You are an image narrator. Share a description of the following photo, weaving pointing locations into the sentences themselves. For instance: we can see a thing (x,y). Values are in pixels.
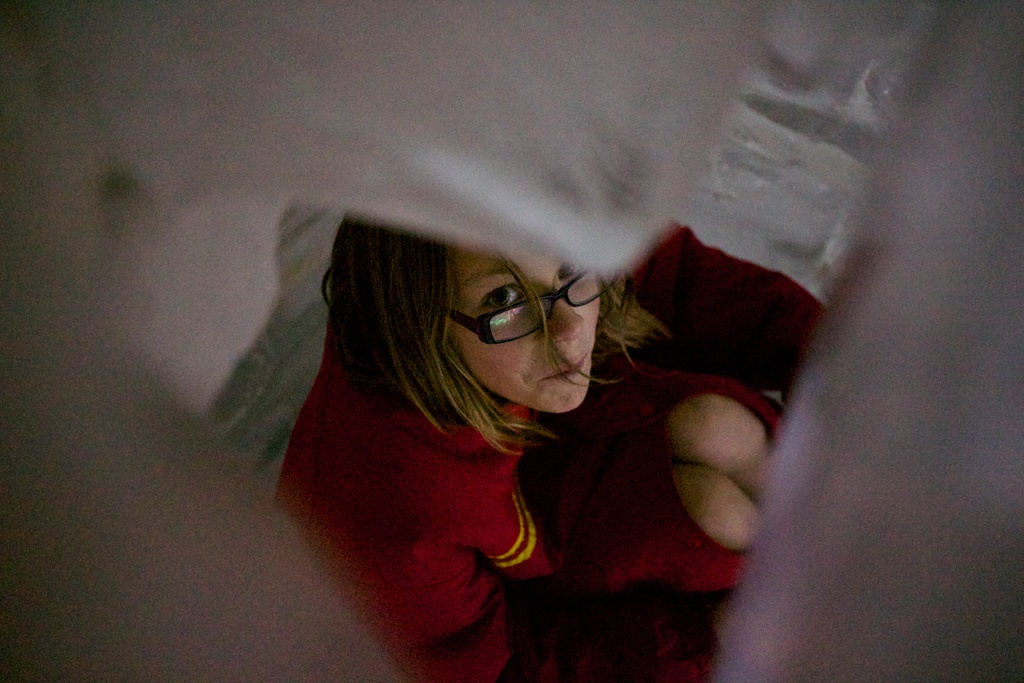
In the center of the picture (473,327) there is a woman (536,479) in red dress (534,463). On the edges there is an object (552,112).
